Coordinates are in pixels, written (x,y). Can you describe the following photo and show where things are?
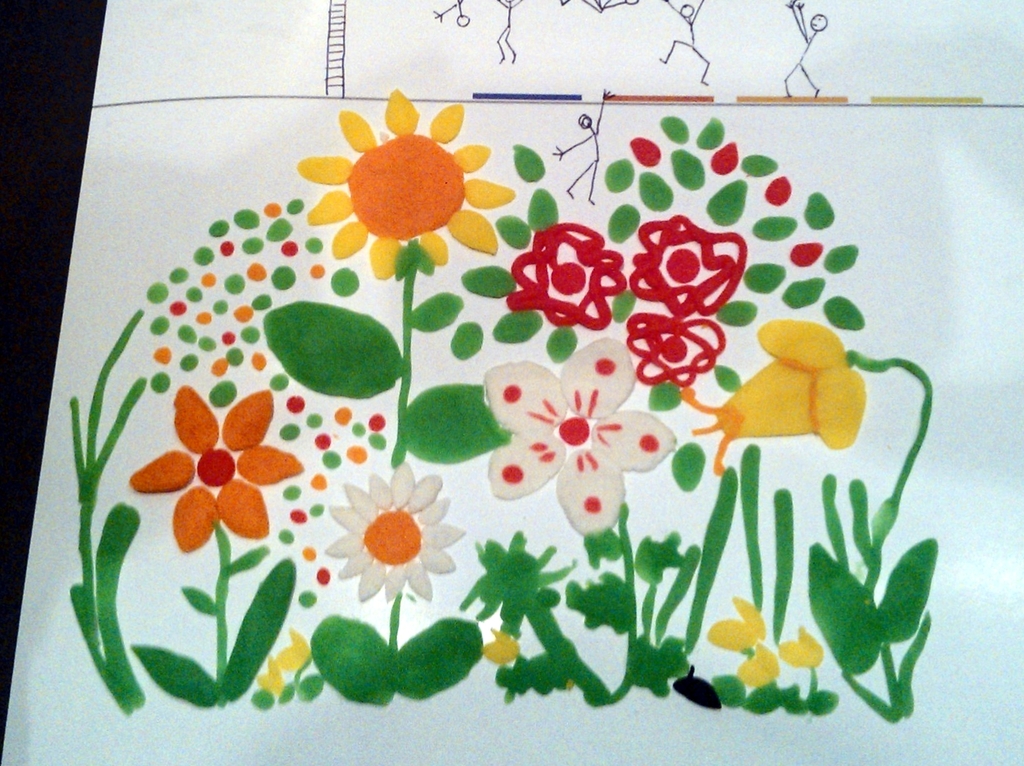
Here I can see a white color sheet (352,41) which consists of some paintings (408,410) of flowers (436,182) and leaves (311,380).
